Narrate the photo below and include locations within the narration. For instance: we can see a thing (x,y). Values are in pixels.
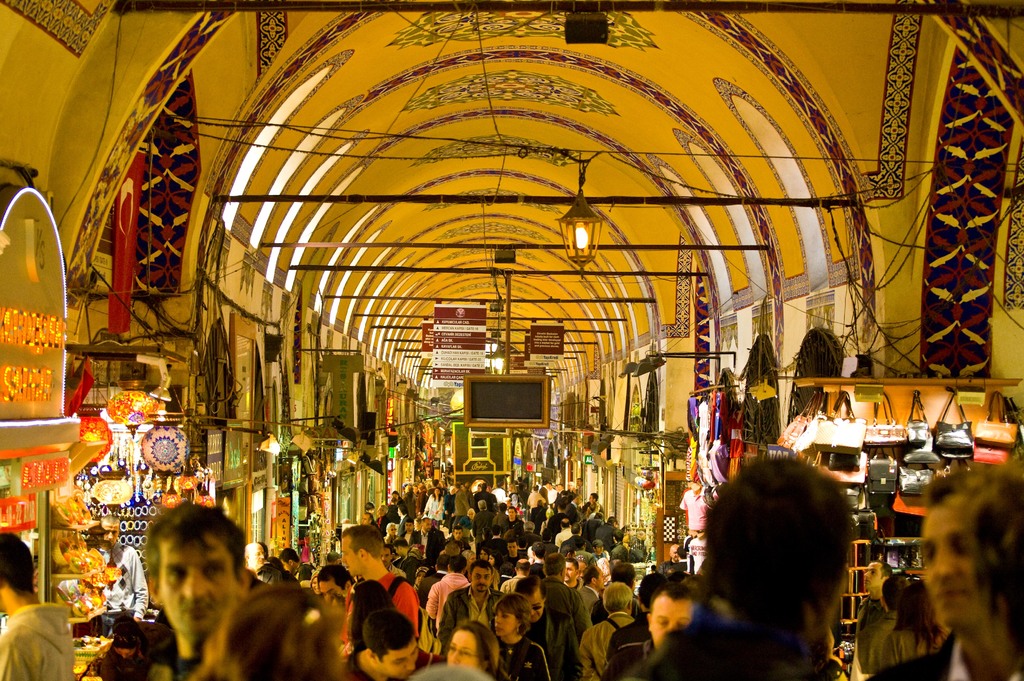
In this at the bottom (1016,493) we can see many people (478,495). In the background (366,35) there are paintings (220,17) on the roof (385,64), lights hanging with the ropes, hoarding boards (439,323) to the poles (490,274) and other objects (508,200). On the left (326,484) and right side (701,434) we can see stores (670,471), clothes (739,456), lights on the wall (756,456) and other objects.
